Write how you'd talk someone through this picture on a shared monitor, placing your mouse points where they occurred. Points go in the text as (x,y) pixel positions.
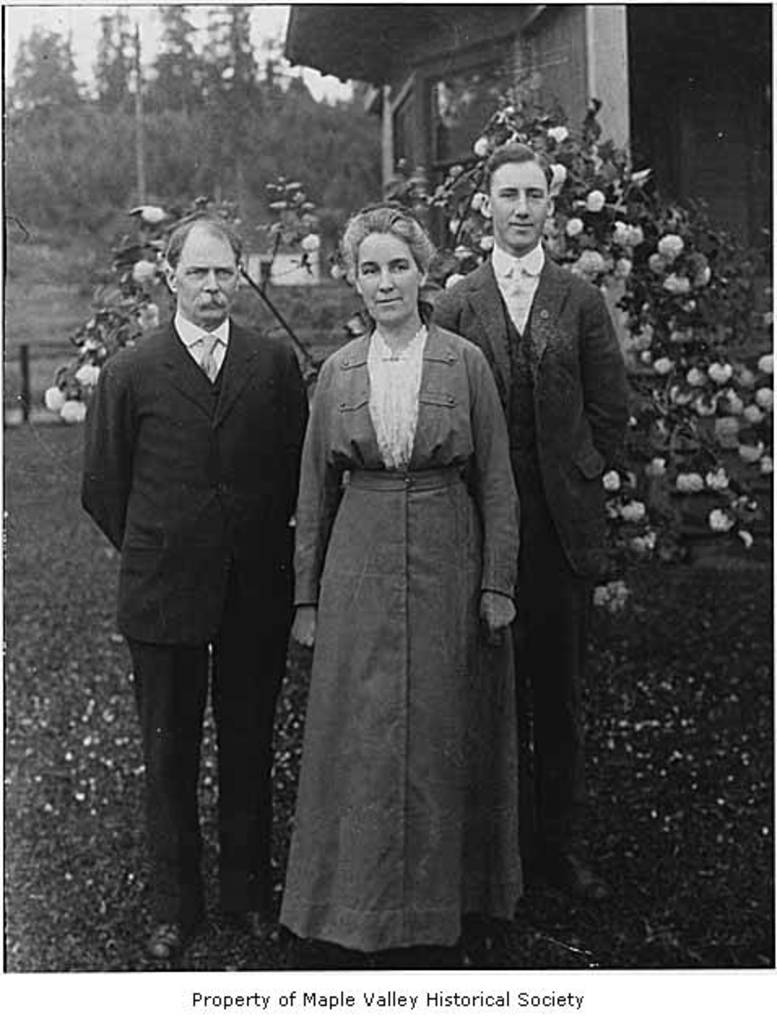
It is the black and white image in which there are three people (423,456) who are standing on the ground (207,895). In the middle (434,490) there is a woman (397,419) and there are two men (511,365) on either side of her. In the background (619,184) there is a flower plant (655,244) in front of the house (442,101). On the left side (211,140) there are trees (211,108) in the background (209,127).
